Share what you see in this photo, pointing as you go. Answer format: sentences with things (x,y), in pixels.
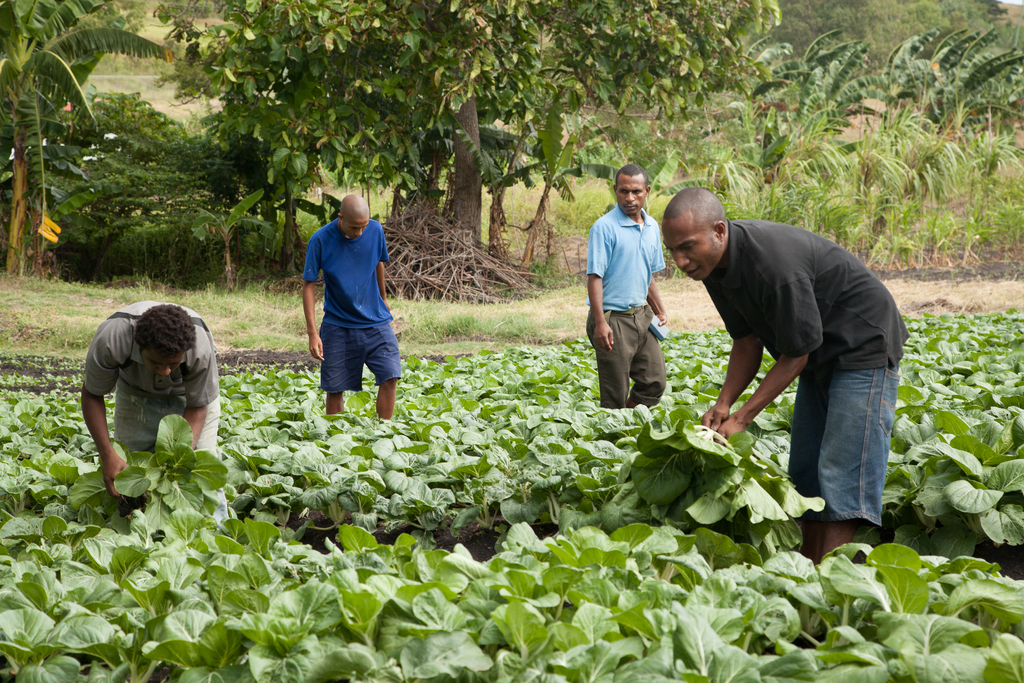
In this image we can see four men (640,336) standing on the ground (498,339) and a man (648,285) is holding an object (666,336) and two men (787,347) are holding leaves (167,480) and there are few trees (508,91) and grass (233,298) in the background (405,310).
